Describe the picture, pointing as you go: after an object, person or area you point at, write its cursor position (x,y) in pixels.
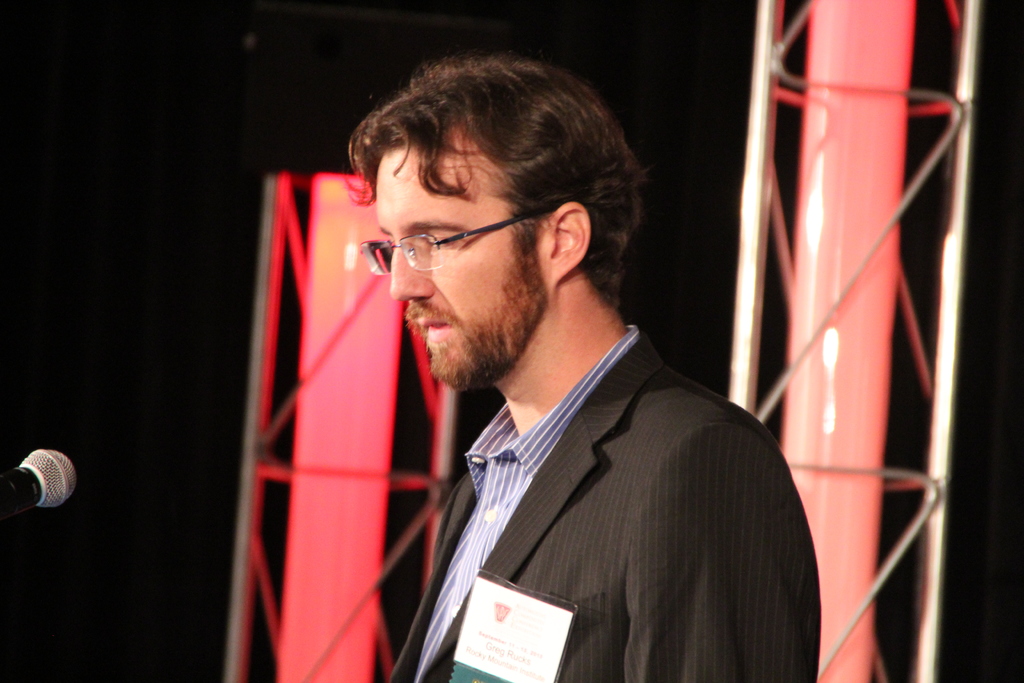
In this image I can see a man (572,487) in the front (481,368) and I can see he is wearing shirt (496,522), blazer (647,633) and specs (410,263). I can also see a paper (505,601) on his blazer (554,589) and on it I can see something is written. On the left side of this image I can see a mic (19,507) and in the background (897,12) I can see few pink color things (340,346).
